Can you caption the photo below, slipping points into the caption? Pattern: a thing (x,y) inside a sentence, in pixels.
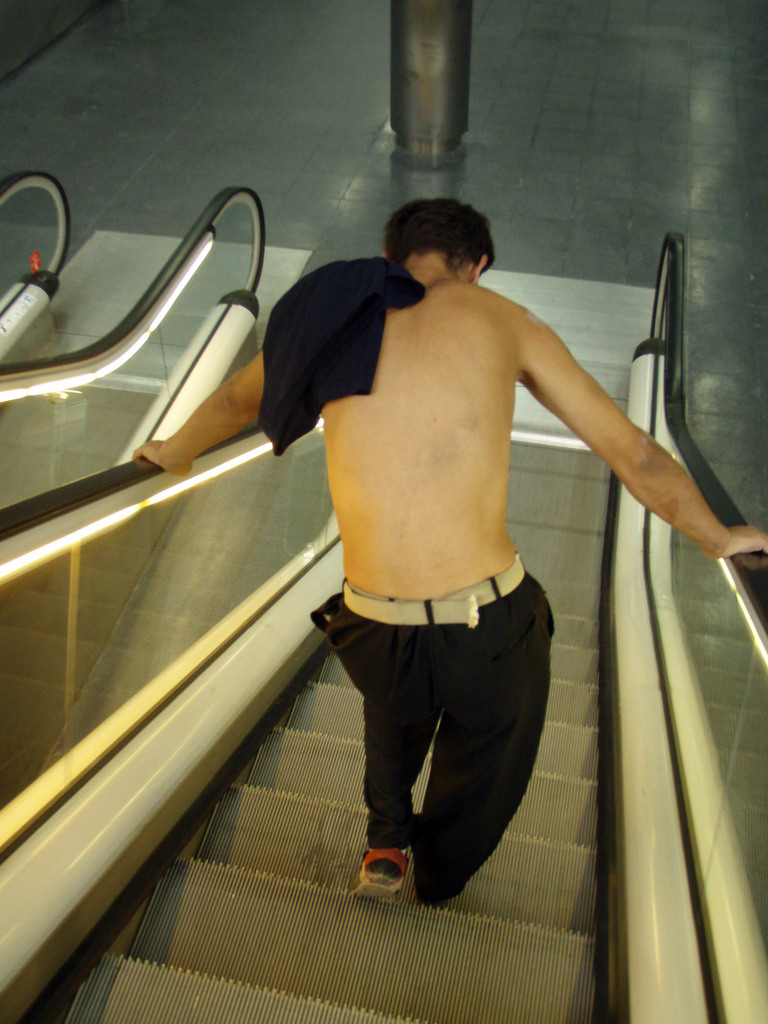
In the center of this picture (406,361) we can see a person (430,450) seems to be climbing down the escalators (572,637). In the background (473,32) we can see the ground (507,55) and an object (434,53) seems to be the pillar (439,71) and we can see some other objects (50,223).
